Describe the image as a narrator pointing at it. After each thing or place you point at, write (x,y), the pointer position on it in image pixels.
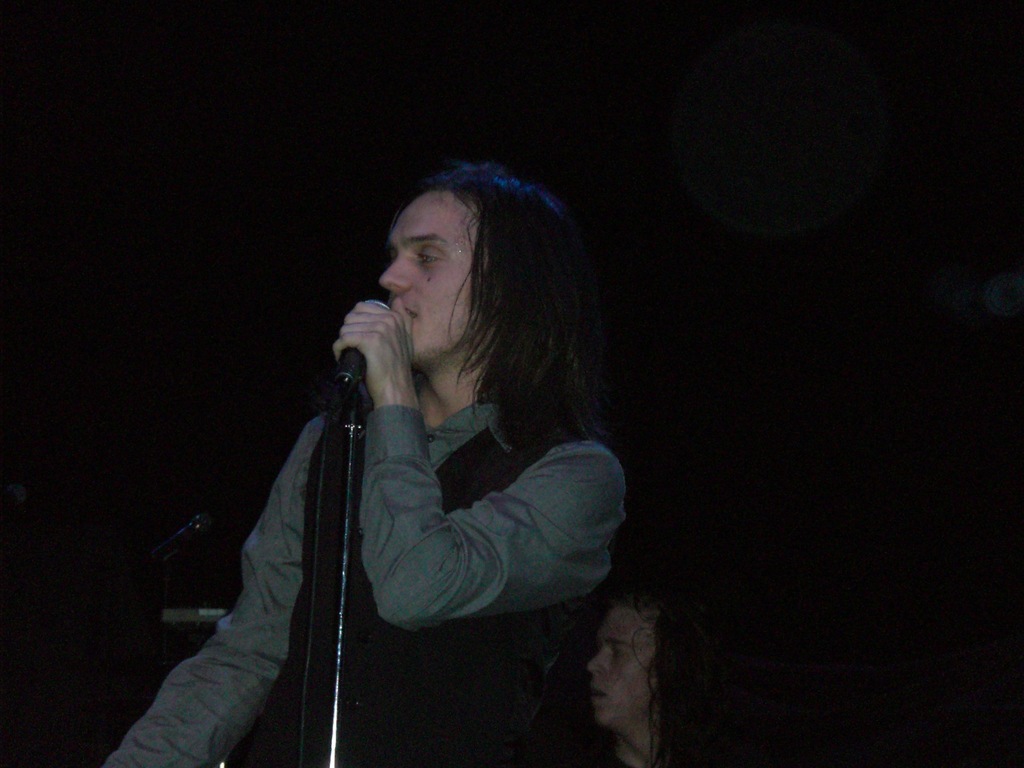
In the foreground of this image (584,262), there is a man (403,611) standing and holding a mic (385,305) which is in front to him. In the background (621,631), there is a man (597,663), mic (178,541) and remaining is dark.
